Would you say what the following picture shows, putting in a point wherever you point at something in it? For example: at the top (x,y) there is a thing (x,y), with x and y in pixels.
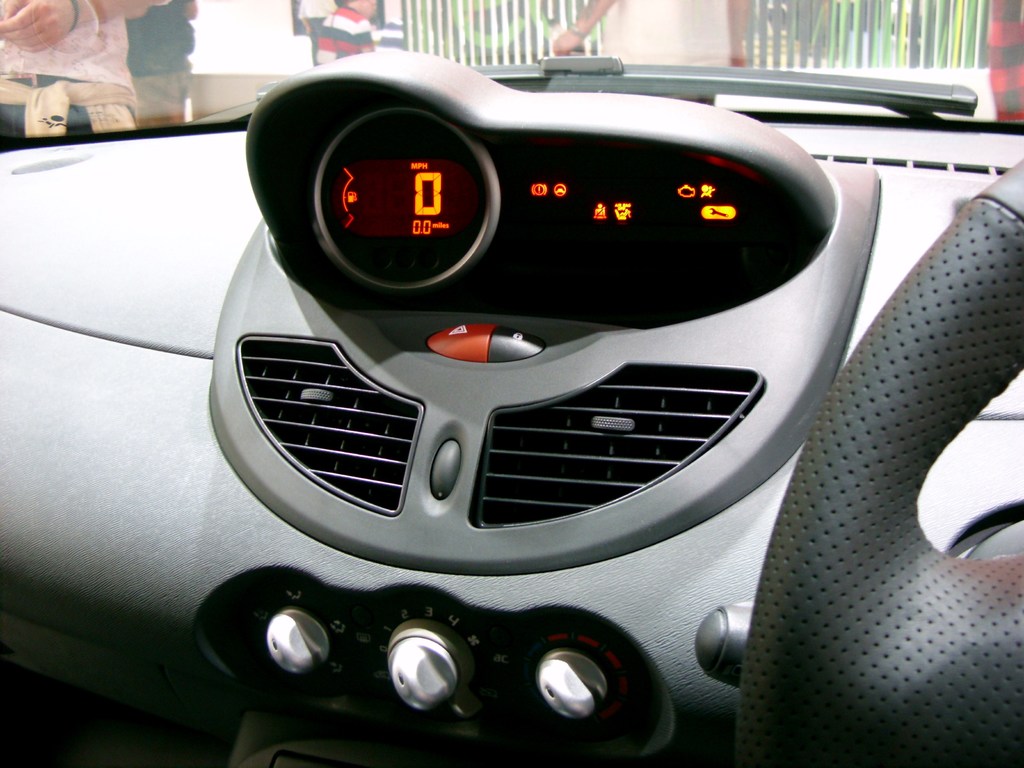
This picture shows a car dashboard (392,310) and we see a odometer (467,161) and we see a steering (837,720) and we see few people (378,43) standing and a metal fence (750,17).
